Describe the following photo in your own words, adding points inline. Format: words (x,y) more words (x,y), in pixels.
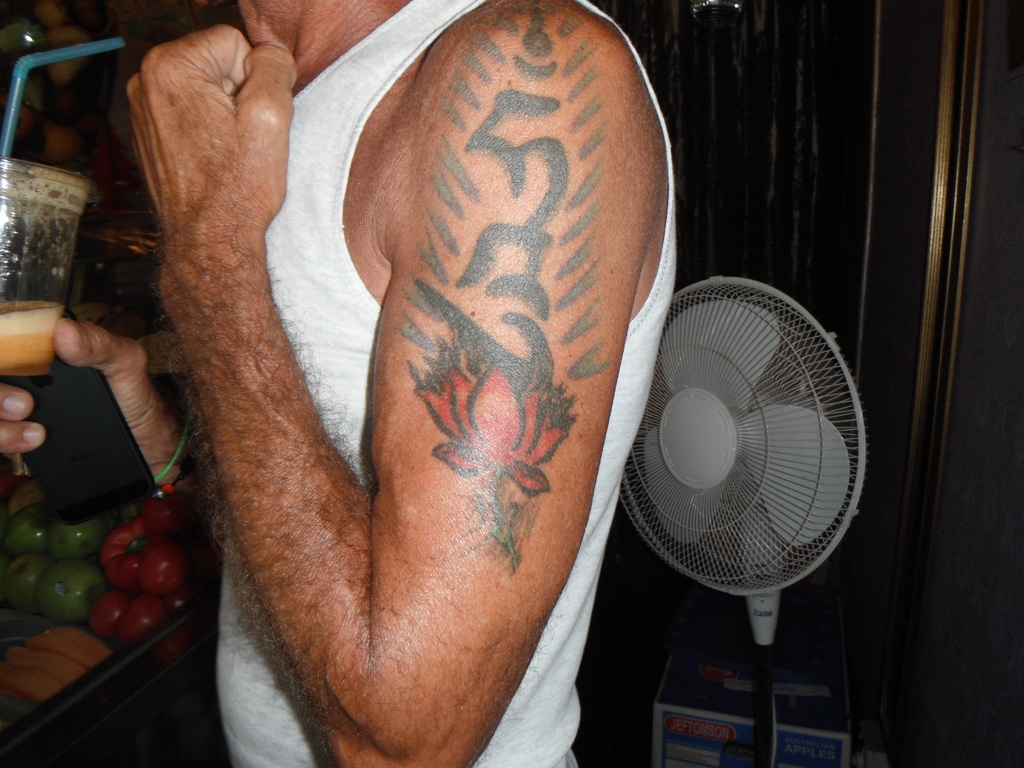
This picture shows a man (392,757) standing and holding a glass (68,209) and a mobile (53,458) in his hand (125,388) and we see a table fan (738,558) on his back.
